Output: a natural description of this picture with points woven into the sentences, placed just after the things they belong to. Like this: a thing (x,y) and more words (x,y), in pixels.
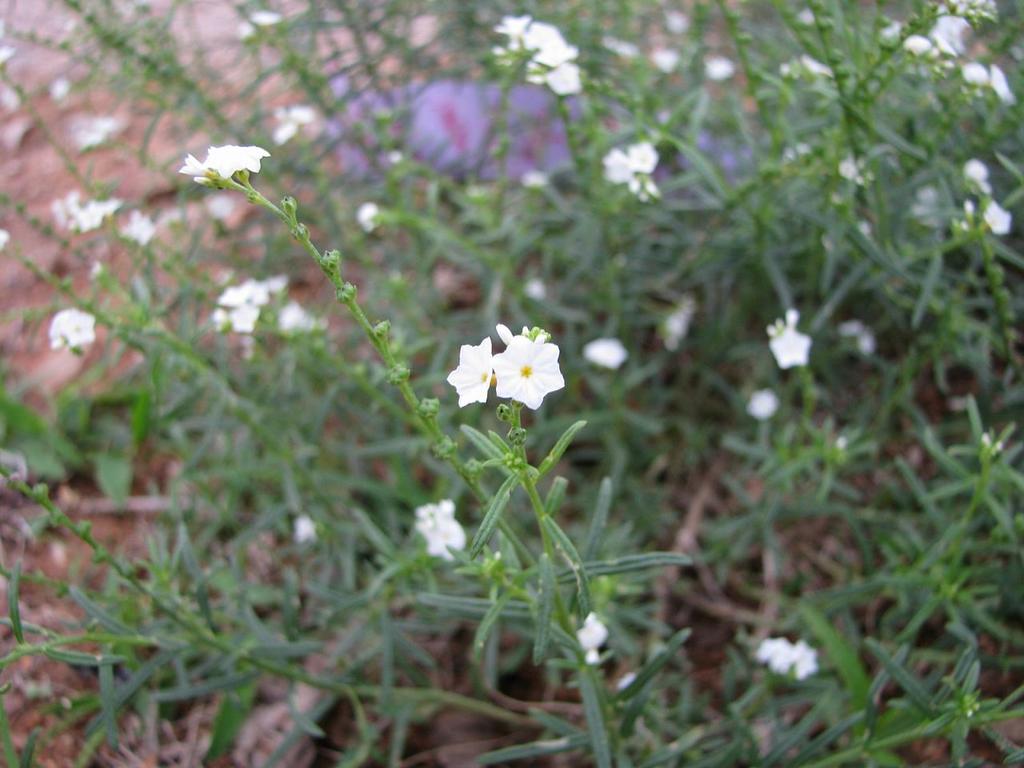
In this picture we can see white color small flowers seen in the middle of the image (533,282). Behind we can see green plants (601,125) on the ground (6,177).
